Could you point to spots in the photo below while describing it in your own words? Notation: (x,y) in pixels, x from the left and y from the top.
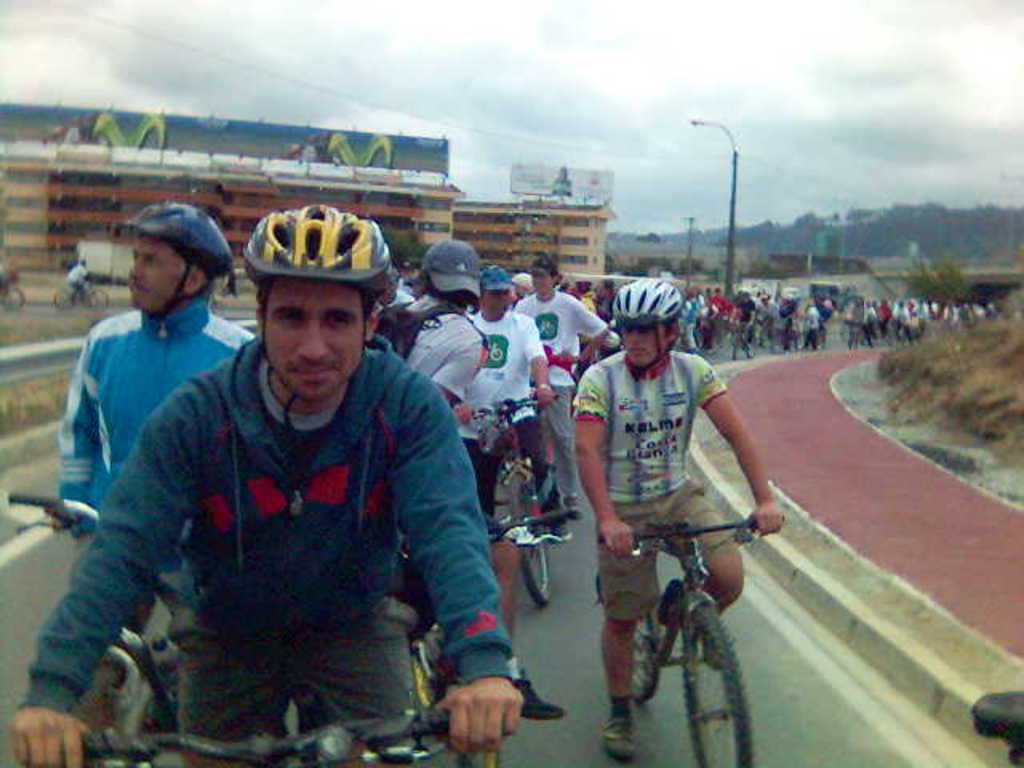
In this picture we can see some people (890,334) are standing and some people (453,349) are riding bicycles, these people (631,494) wore helmets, in the background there are buildings (145,172), we can see poles (731,265) in the middle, there is the sky (673,38) at the top of the picture (673,38).
